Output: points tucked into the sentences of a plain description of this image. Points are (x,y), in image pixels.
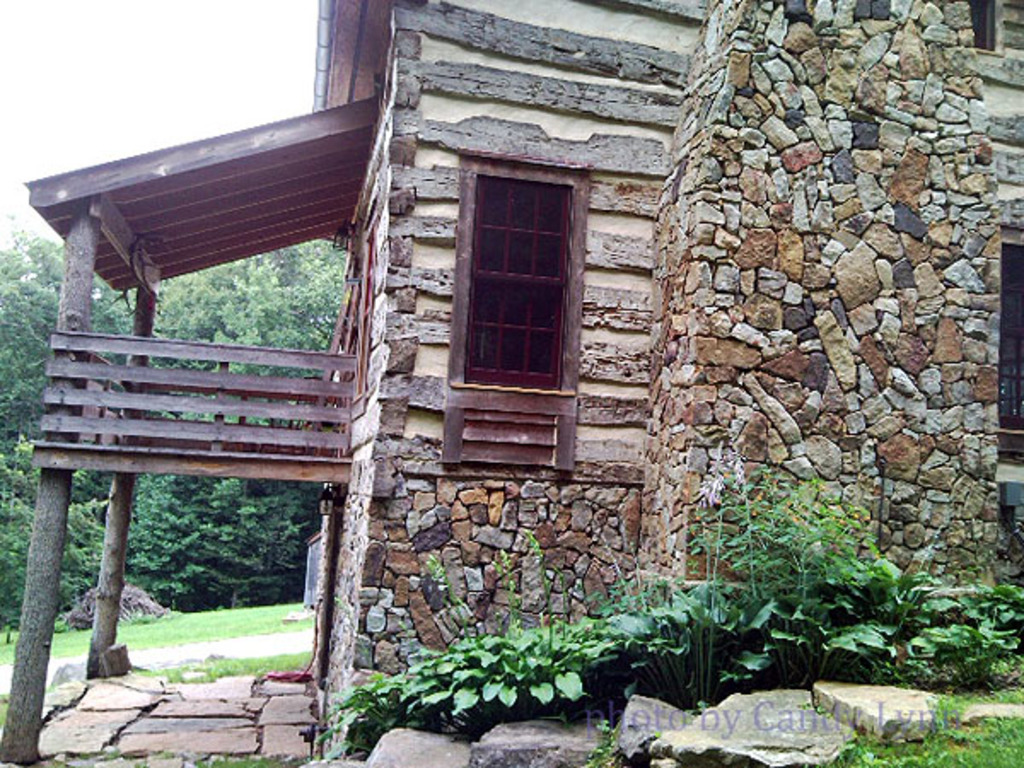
In this image in the center (378,484) there is one house (588,248), and at the bottom (869,586) there are some plants (573,689) and some stones (790,708). And in the background (233,511) there are some trees (241,494) and grass (204,630), and at the top of the image (151,76) there is sky (165,96).
